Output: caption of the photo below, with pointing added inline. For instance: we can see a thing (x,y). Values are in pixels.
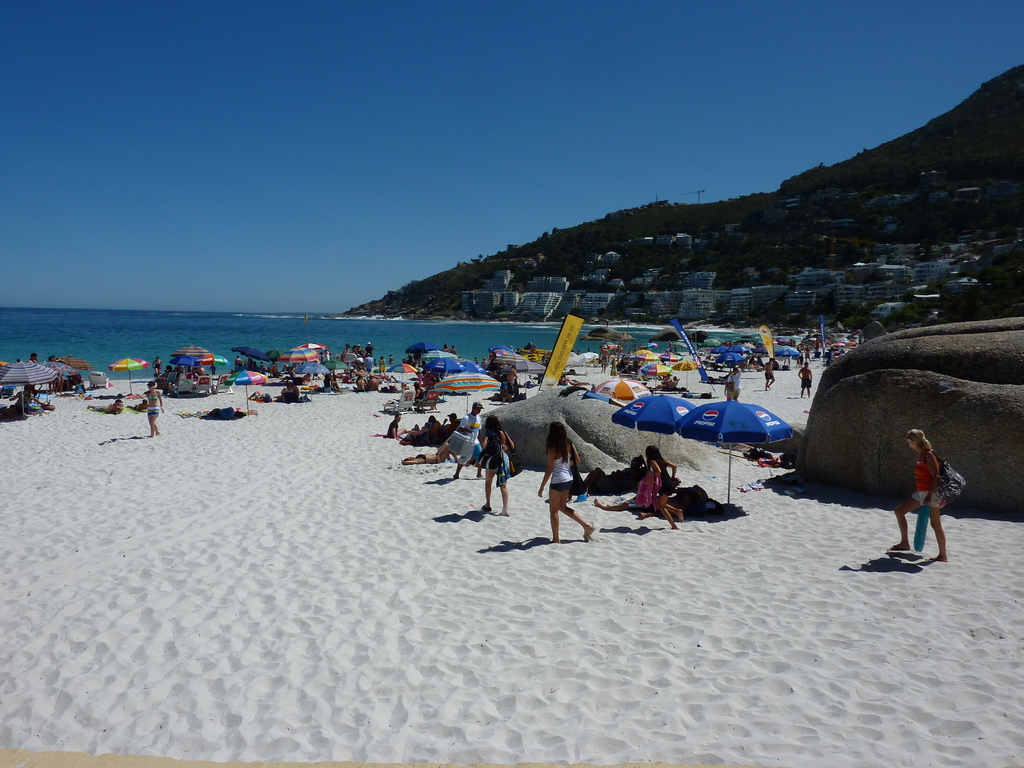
In the image there are many people (661,505) walking and laying under umbrellas (675,420) on a beach (220,452), in the back (151,320) its ocean (285,320) on the left side (105,320) and hill (673,235) on the right side (827,210) with trees (768,231) on it and above its sky (381,113).
